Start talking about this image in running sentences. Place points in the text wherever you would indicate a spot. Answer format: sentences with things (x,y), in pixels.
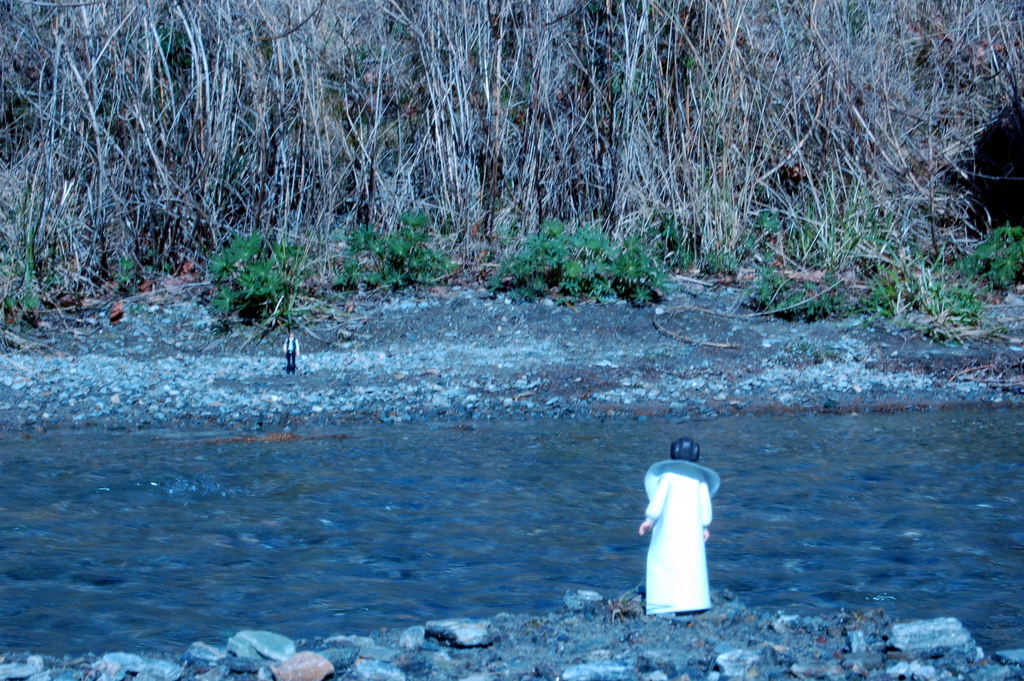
In this image we can see a river (386,470). On the sides of the river (293,424) there are rocks (501,631). Also there two persons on the sides of the river (603,585). In the background (440,173) there are trees (794,176) and plants (506,285).
